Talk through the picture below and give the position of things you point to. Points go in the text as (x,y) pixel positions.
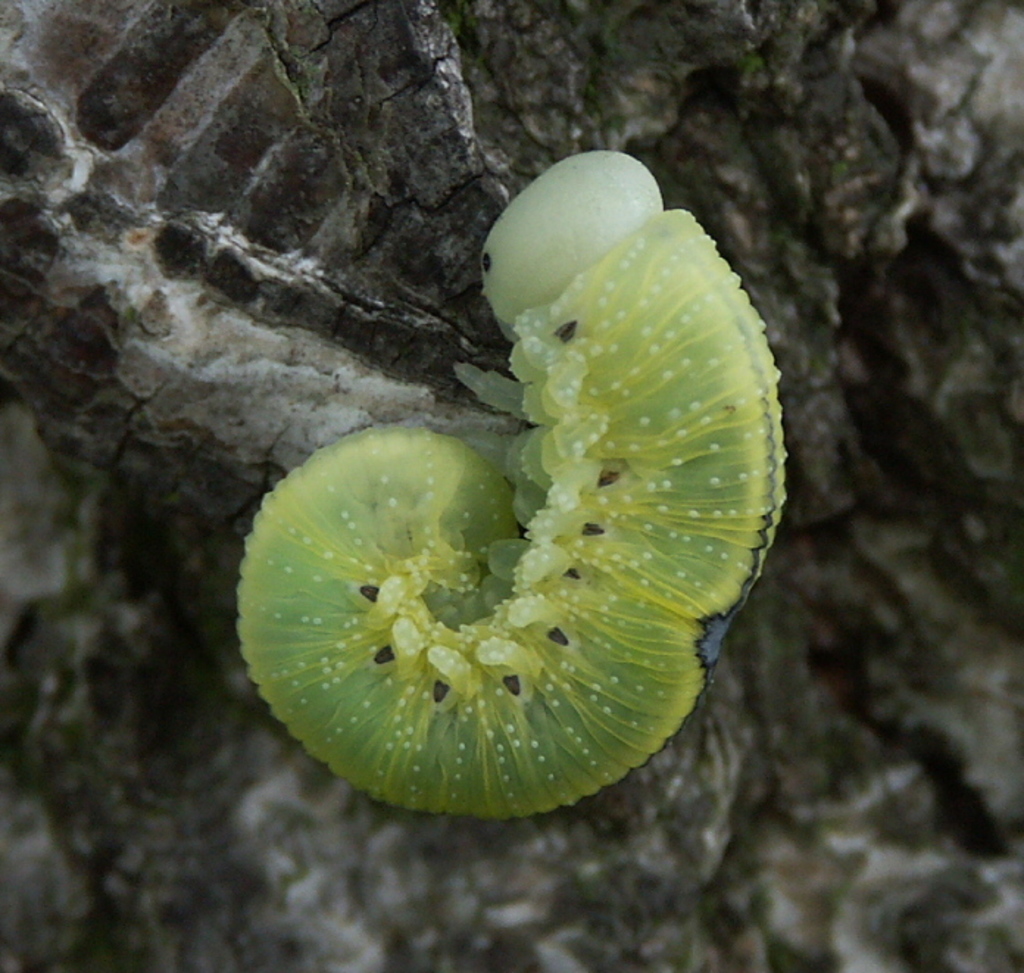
In this image we can see the caterpillar (561,311) on the rock (727,813).
